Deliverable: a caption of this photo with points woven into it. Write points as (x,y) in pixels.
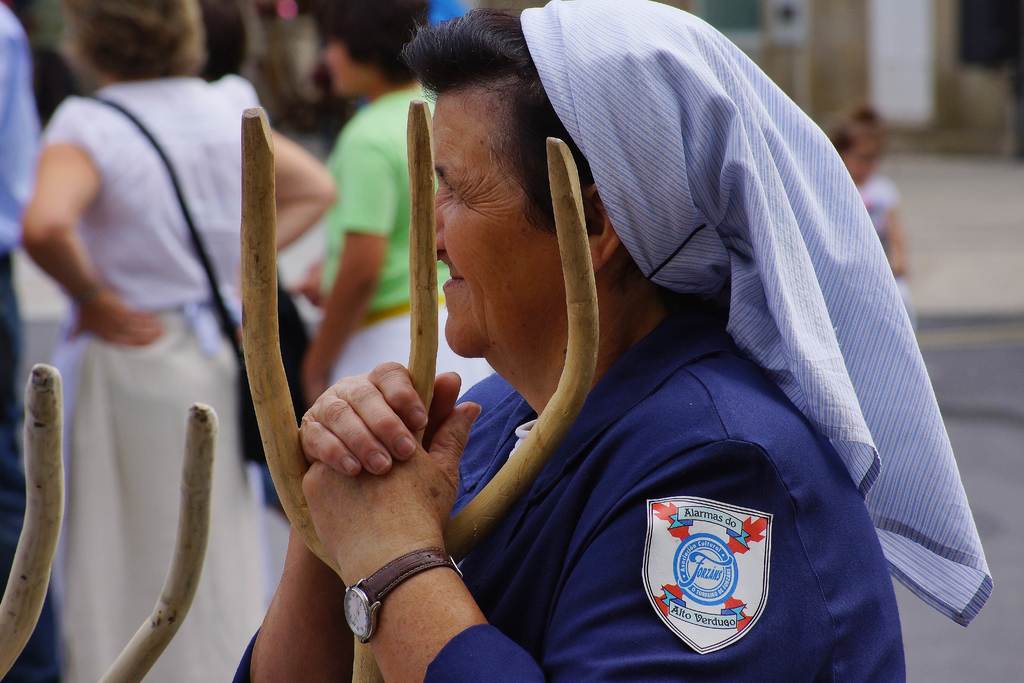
In this picture we can see a woman (727,578) wore a watch (377,593) and holding a wooden stick (423,386) with her hands (325,487) and in the background (126,136) we can see a group of people (857,117) on the road (1002,510) and it is blurry.
